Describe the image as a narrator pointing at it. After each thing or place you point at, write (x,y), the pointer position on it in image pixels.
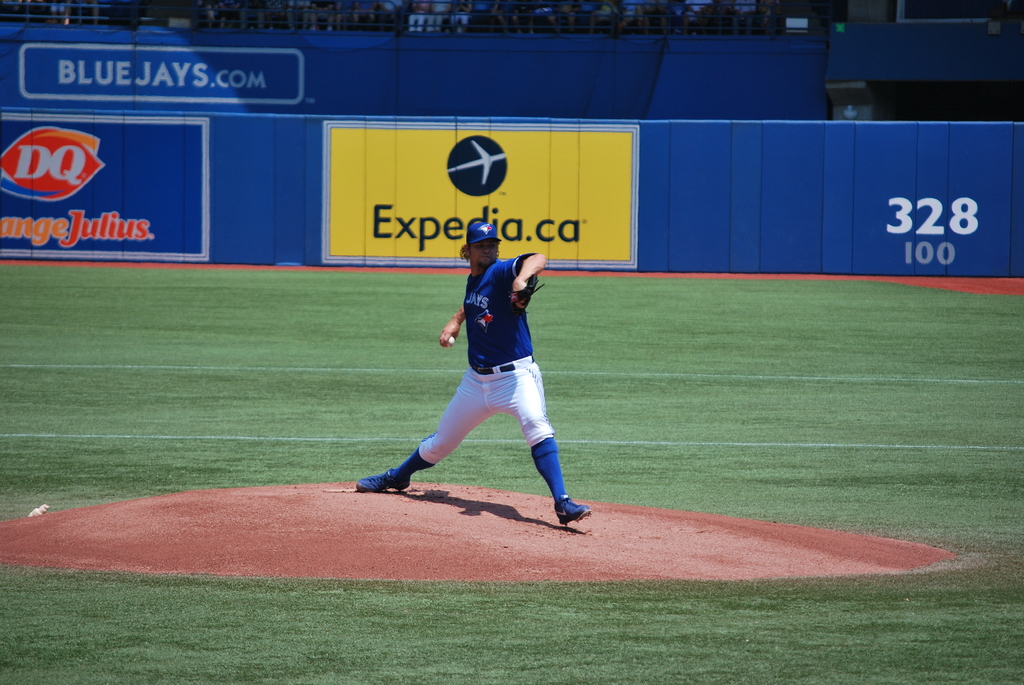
In this image I can see the person (488,389) standing and the person (505,372) is wearing blue and white color dress (506,381). In the background (718,136) I can see the board (113,182) in blue color.
